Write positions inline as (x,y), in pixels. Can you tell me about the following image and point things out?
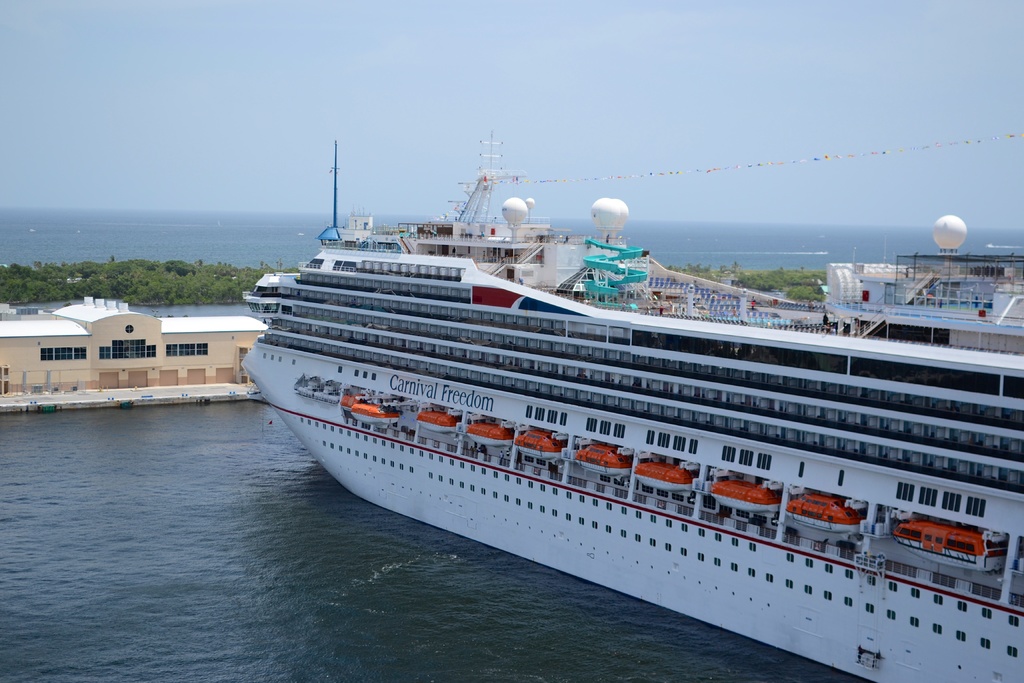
In this image, we can see ships (853,319) on the water (279,592) and in the background (196,280), there are trees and we can see a rope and at the top (466,65), there is sky (514,100).
